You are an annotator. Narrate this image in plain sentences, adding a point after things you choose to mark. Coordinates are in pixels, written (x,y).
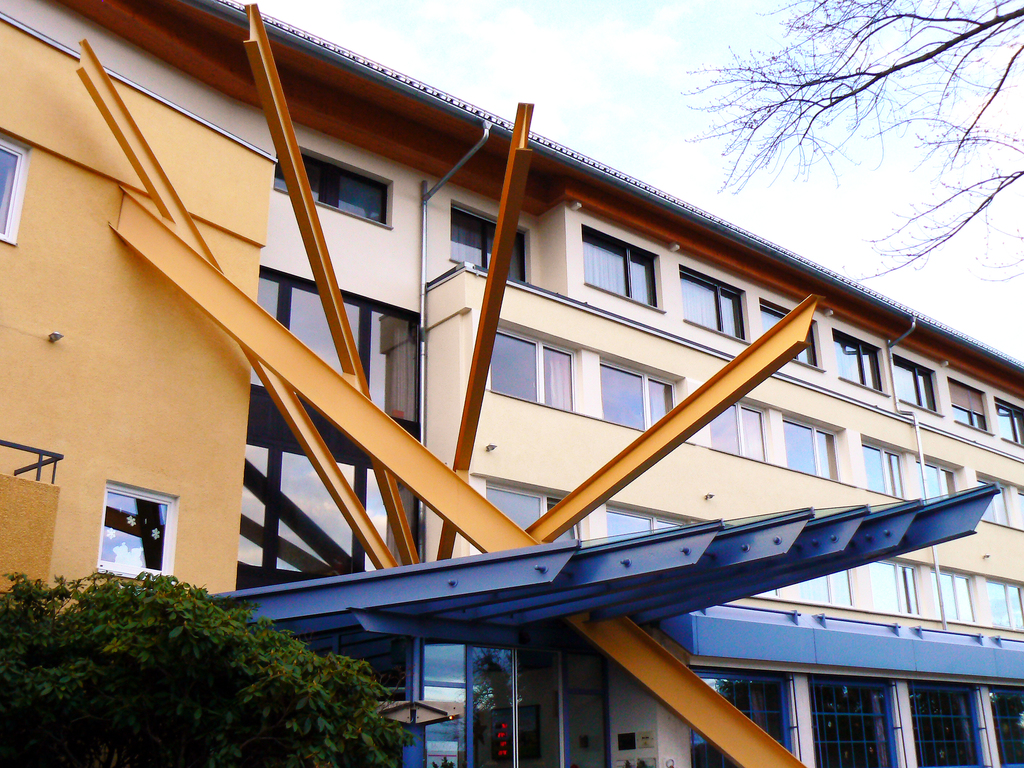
In this picture we can see an architectural building (455,405). At the top of the image (544,48), there is a tree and the sky (609,142). In the bottom left corner of the image (84,727), there is another tree (85,732).
